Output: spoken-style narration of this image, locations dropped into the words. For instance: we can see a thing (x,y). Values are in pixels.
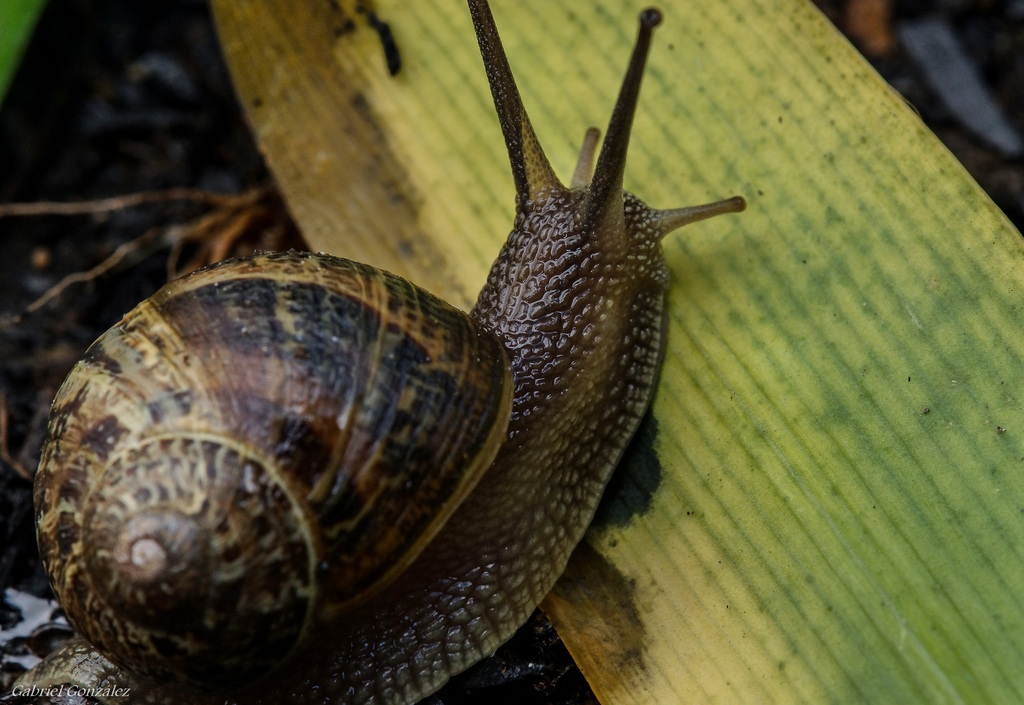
In this image I can see a snail (449,487) is walking on the green leaf (777,414). This snail (249,677) is in brown color.
